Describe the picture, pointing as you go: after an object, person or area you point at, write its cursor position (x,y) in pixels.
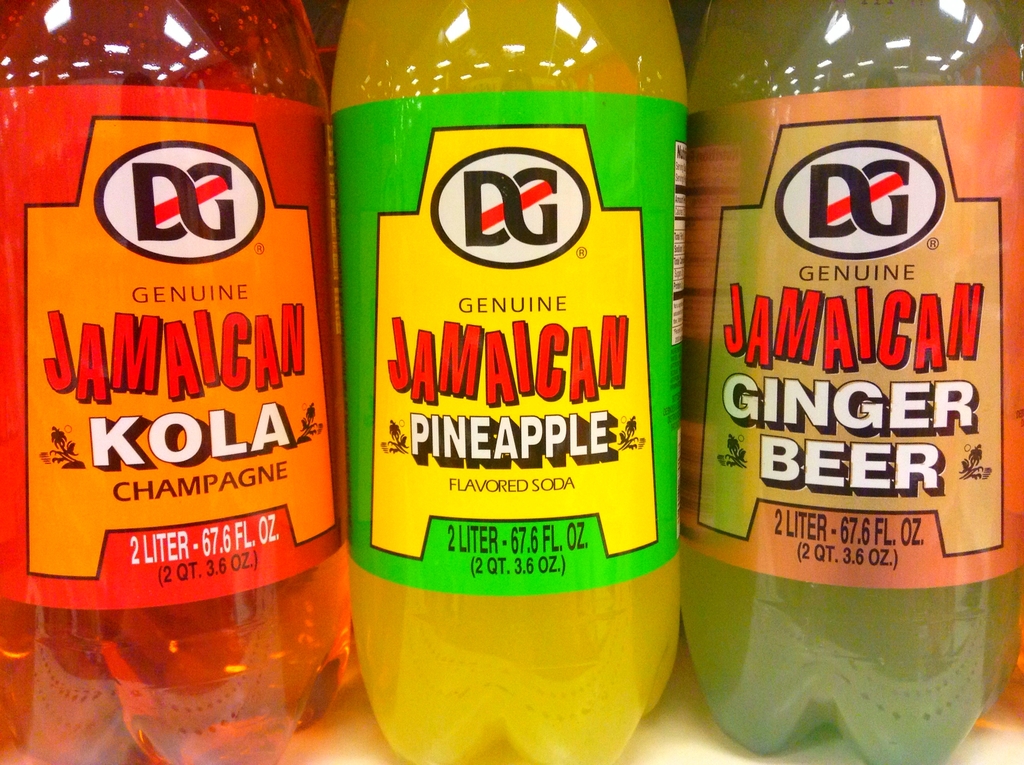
In this image i can see there are three plastic bottles (421,395).
